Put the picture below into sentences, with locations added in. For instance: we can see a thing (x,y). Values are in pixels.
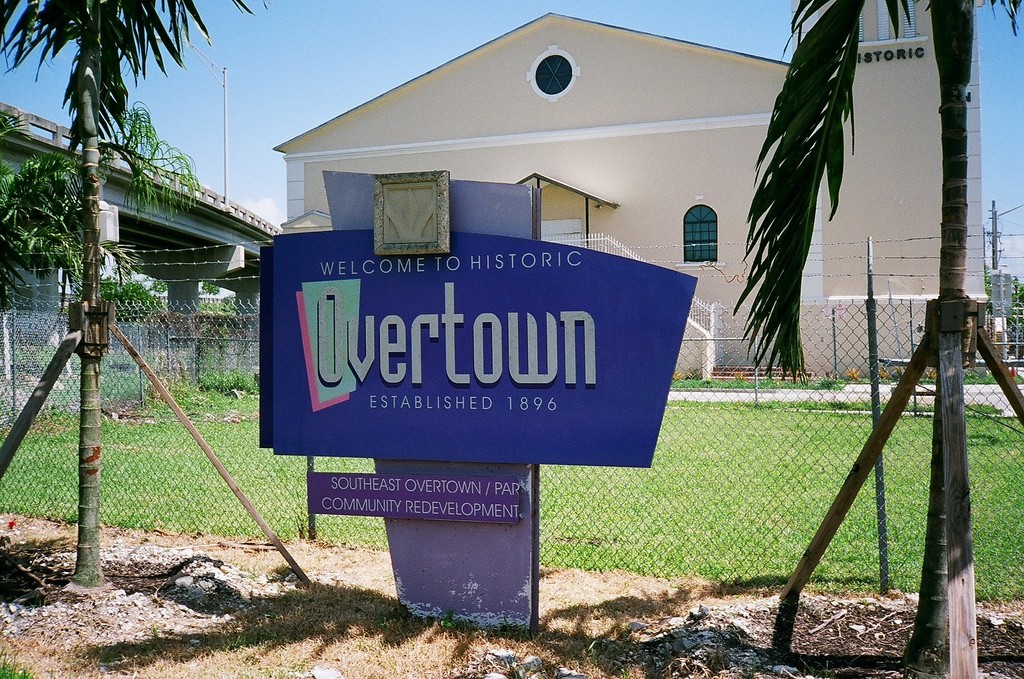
In this image I can see the house (680,251), windows (693,250), few stairs (746,368), trees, net fencing (756,385), boards (690,294), current poles (225,179), wires (214,275), bridge (255,244) and the green grass (214,473). The sky (159,84) is in white and blue color.
